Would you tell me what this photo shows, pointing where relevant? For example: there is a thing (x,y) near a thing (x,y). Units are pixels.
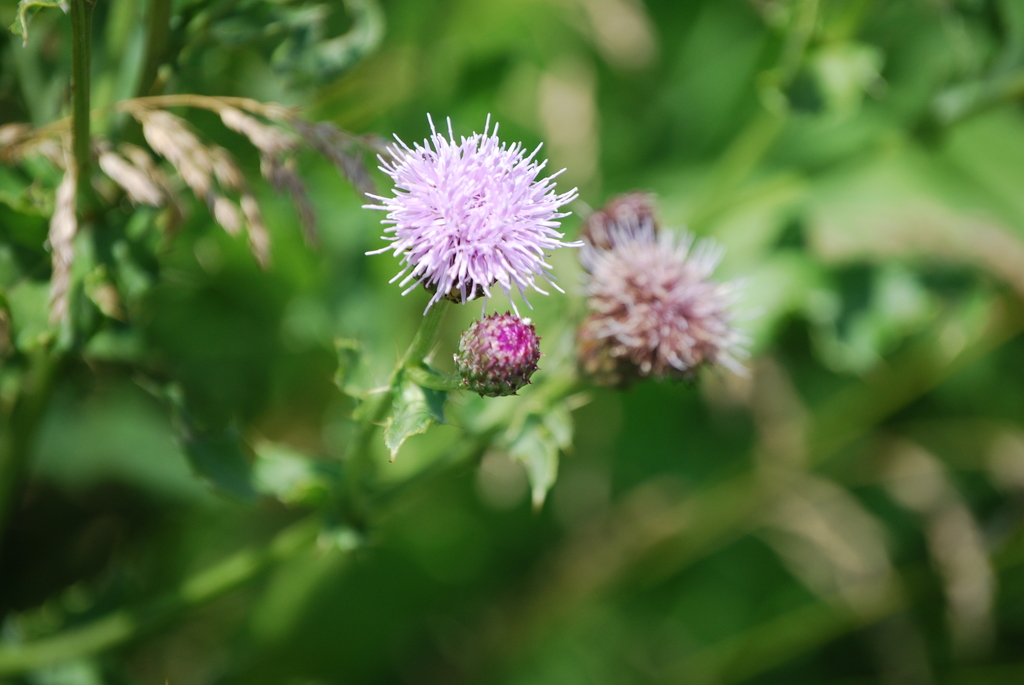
In this image we can see the flowers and buds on the plant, also we can see the background (183,74) is blurred.
